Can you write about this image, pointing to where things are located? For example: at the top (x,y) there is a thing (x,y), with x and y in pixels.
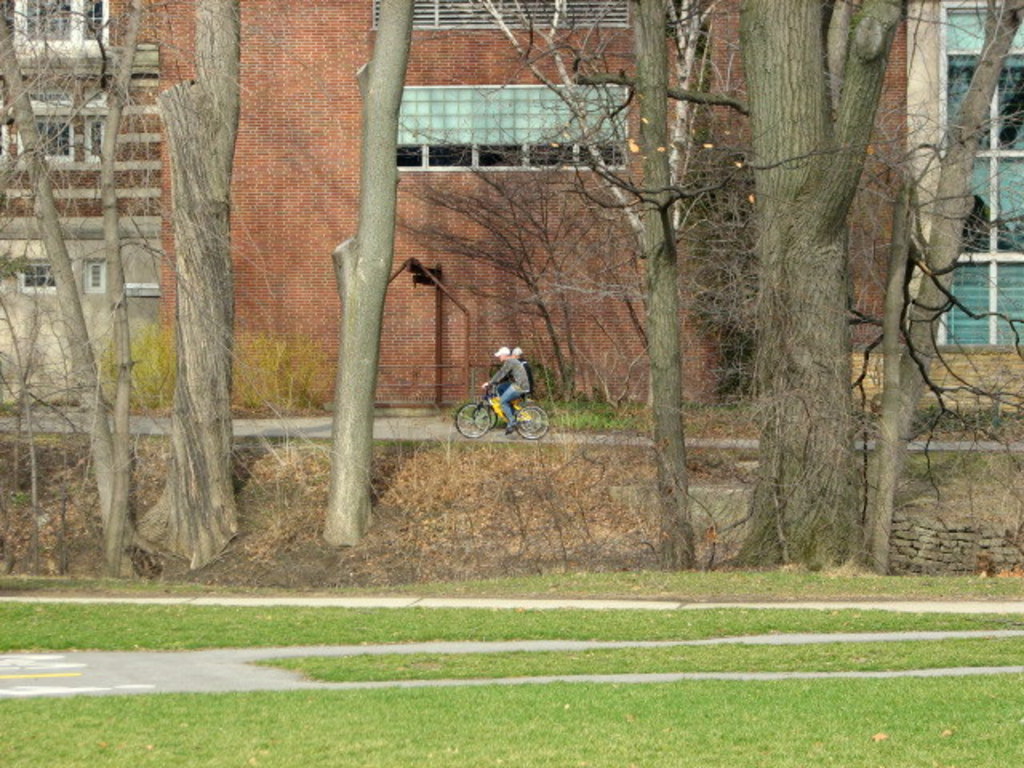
Here we can see grass (576,632) and trees (30,397) and there are two people (501,395) sitting and riding bicycles (465,408). Background (436,397) we can see building (995,172) and wall (295,187).
